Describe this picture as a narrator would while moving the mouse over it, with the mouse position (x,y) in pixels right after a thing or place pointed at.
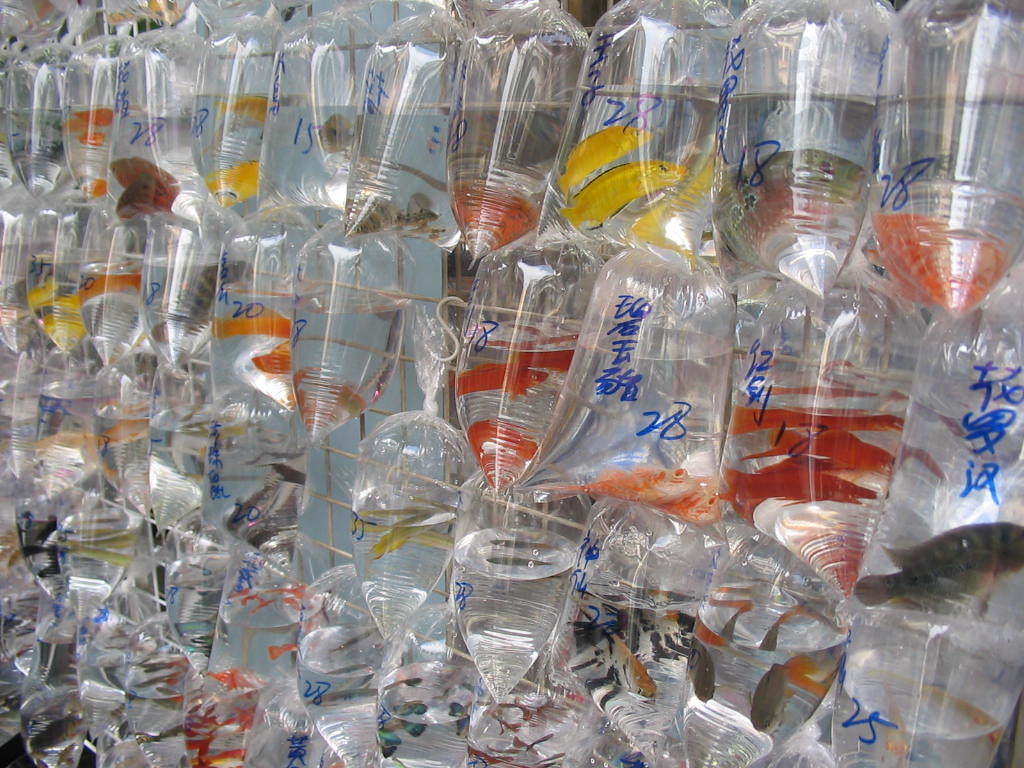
In this picture we can see grille (432,264). We can see fishes (734,203), water (224,158) packed in the transparent covers (906,84). We can see the hooks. There is something written on the covers (937,349).
